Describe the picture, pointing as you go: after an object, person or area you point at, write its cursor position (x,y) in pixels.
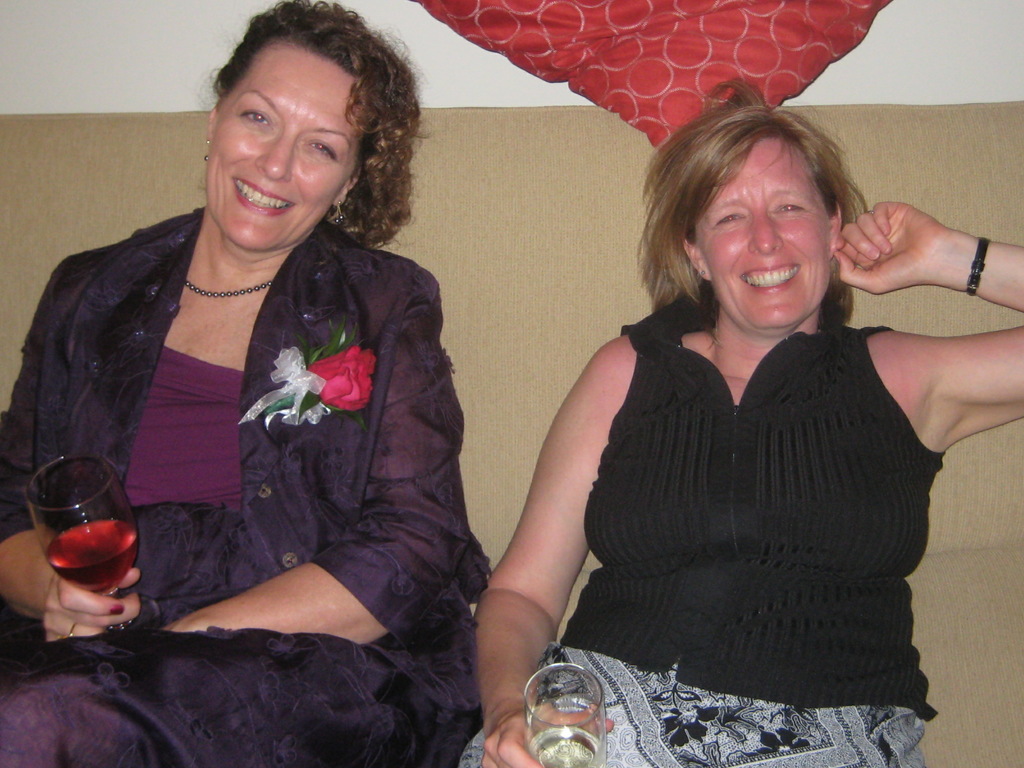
This two women (709,549) are sitting on a couch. This woman (292,247) holds smile (254,210) and glass (101,528) with liquid (106,558). This woman (694,476) holds smile (776,266) and wore black dress (787,629). On this woman (296,429) jacket (119,340) there is a flower (313,401).
